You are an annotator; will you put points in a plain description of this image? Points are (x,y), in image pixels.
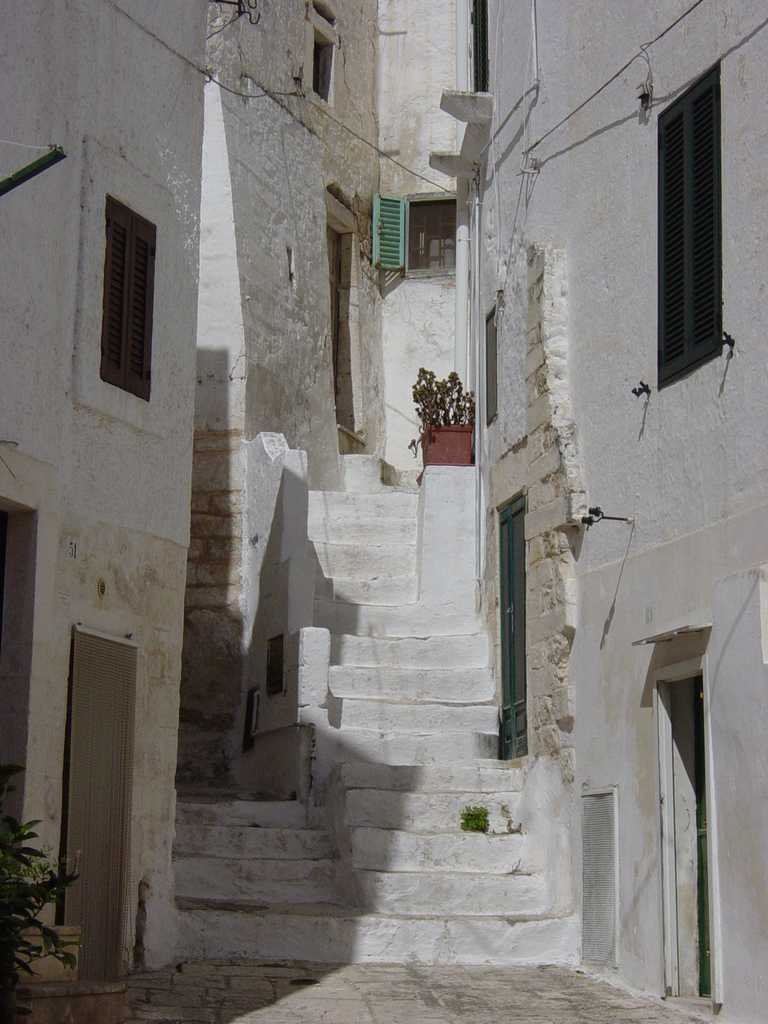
In the image there are many buildings (472,355) and in front of the middle building (339,367) there are stairs (329,685).
